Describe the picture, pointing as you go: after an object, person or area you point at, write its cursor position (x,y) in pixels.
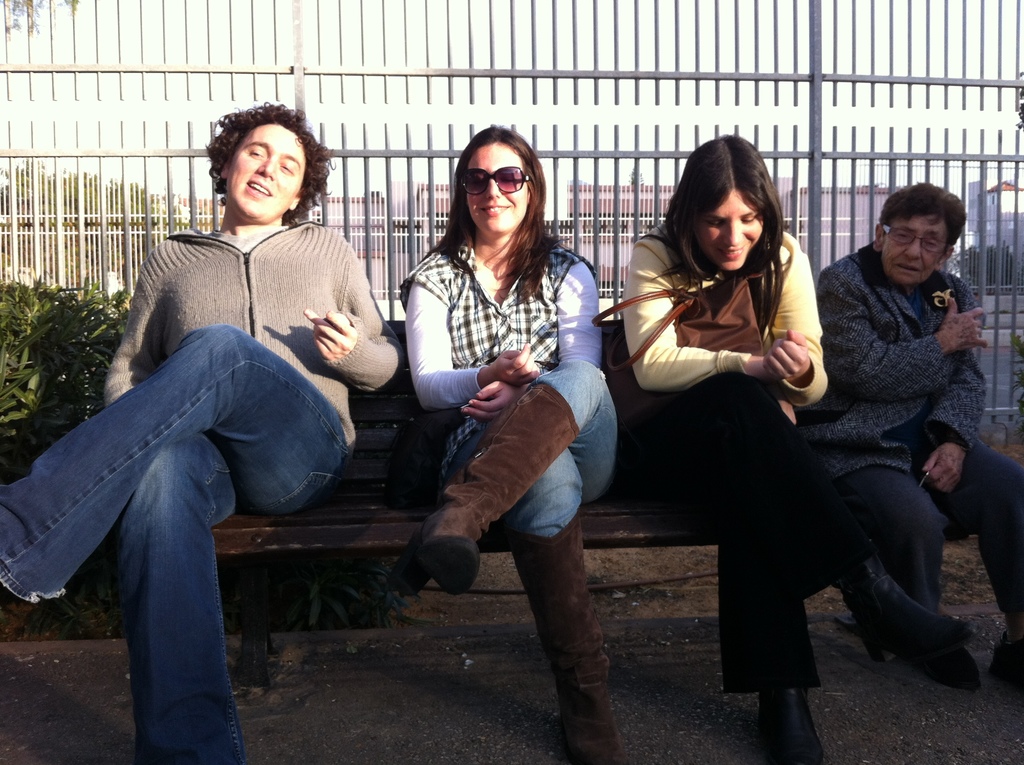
This picture describes about group of people (473,251), few people (554,238) wore spectacles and they are all seated on the bench (681,508), behind them we can see plants (51,298), metal rods (30,196), trees (134,206) and buildings (783,185).
